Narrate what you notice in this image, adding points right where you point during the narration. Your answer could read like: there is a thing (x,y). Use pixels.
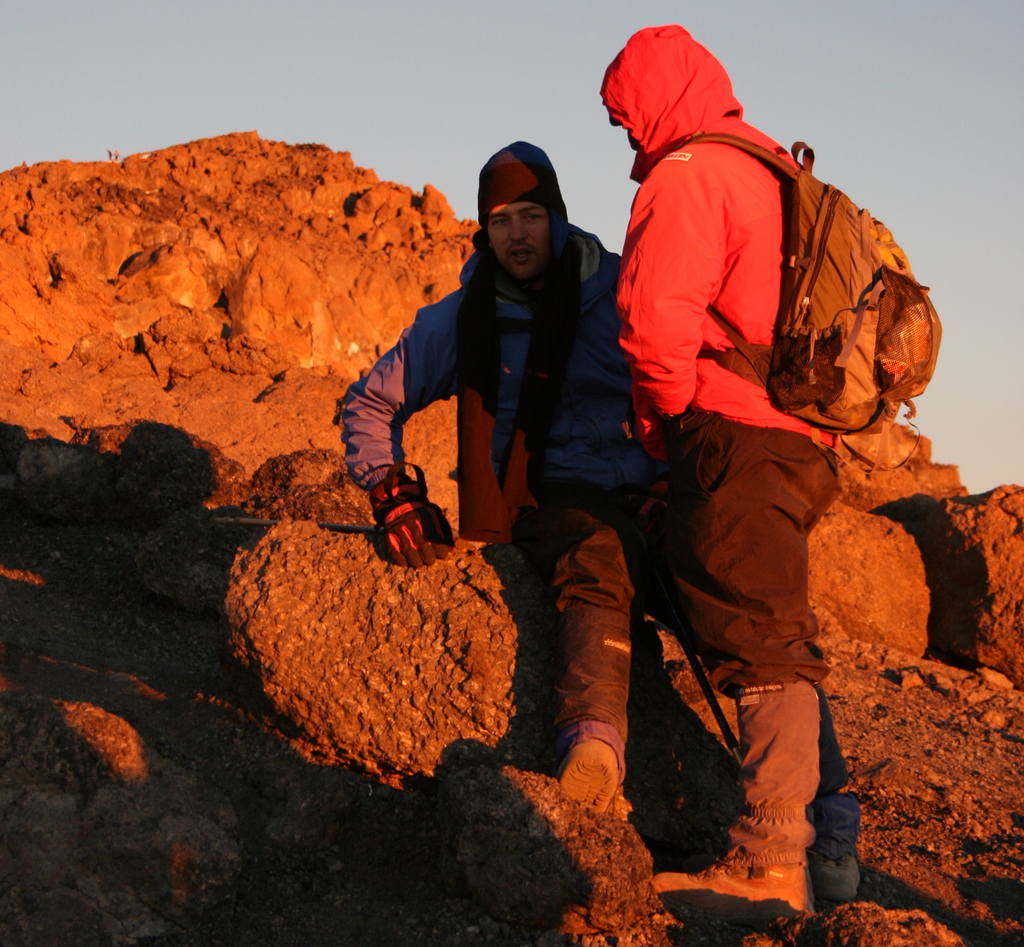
In this image I can see the hill (155,289), on the hill (387,189) I can see two persons (577,306) and one person (780,417) wearing a backpack (869,250), at the top (747,61) I can see the sky (850,85).
